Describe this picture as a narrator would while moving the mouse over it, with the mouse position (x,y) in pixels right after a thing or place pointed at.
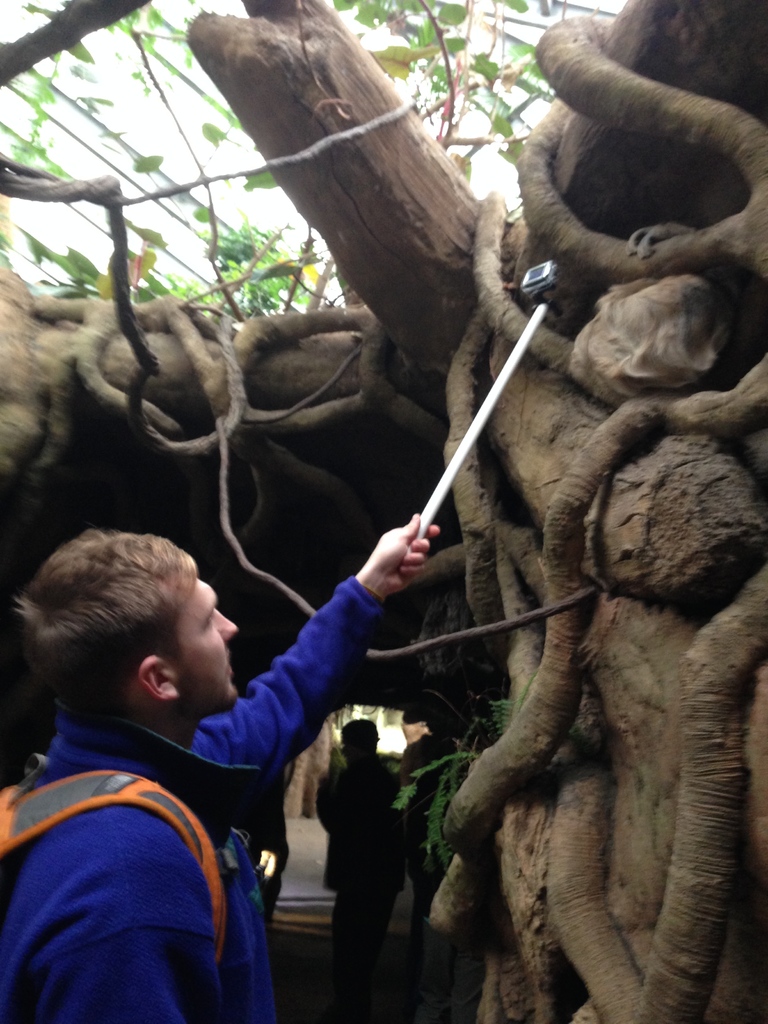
In the picture we can see a person (149,872) wearing blue color jacket (168,878) carrying bag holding selfie stick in his hands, there is tree (737,138) and in the background of the picture (407,825) there are some persons (401,825) walking through the road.
